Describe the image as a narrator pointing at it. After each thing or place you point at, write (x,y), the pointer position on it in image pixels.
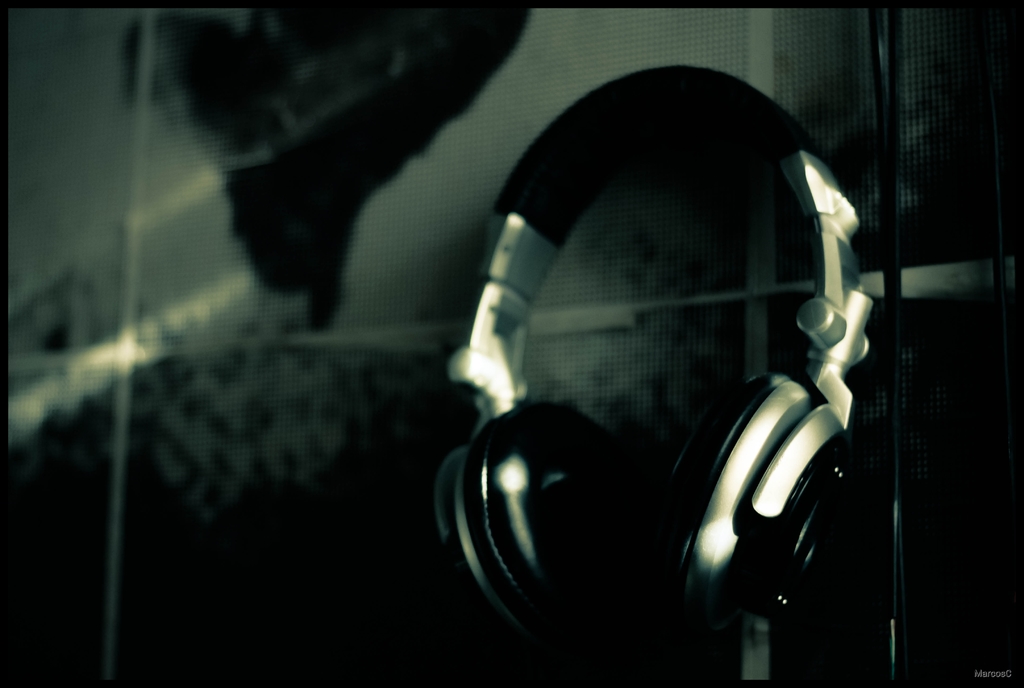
In this image we can see the headsets (697,533). The background of the image (983,48) is dark.
